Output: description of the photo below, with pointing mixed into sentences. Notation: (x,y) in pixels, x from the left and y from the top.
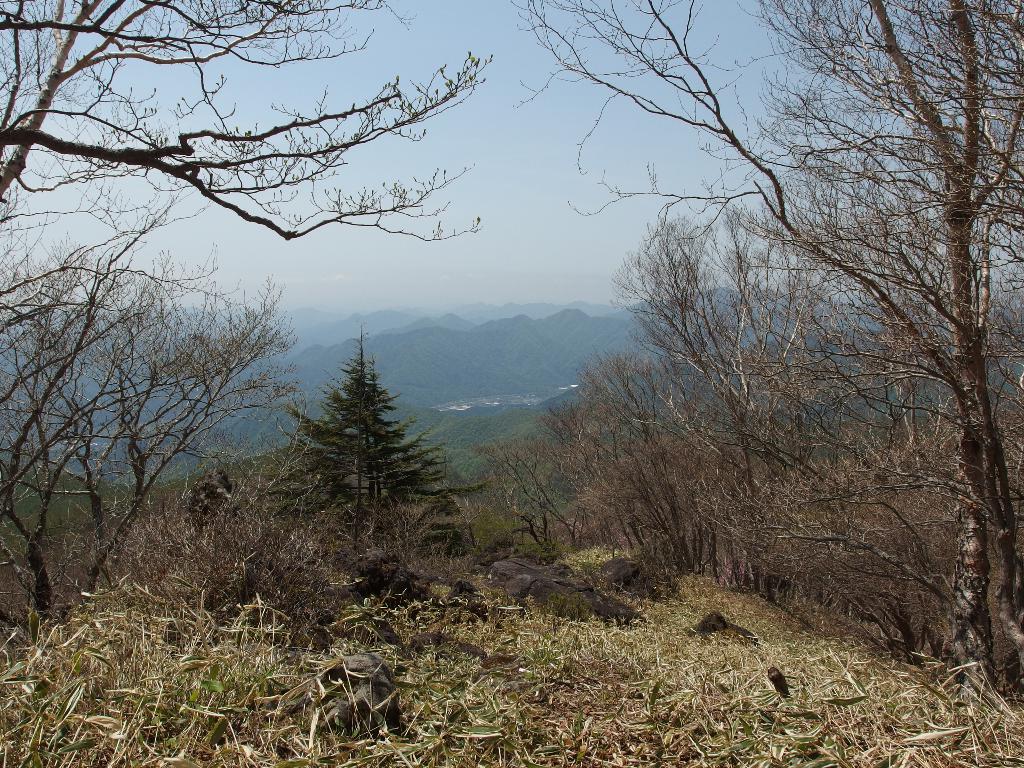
In the image we can see some trees (672,369) and hills (333,318) and clouds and sky (663,8). bottom of the image (630,681) there is grass (630,681).
